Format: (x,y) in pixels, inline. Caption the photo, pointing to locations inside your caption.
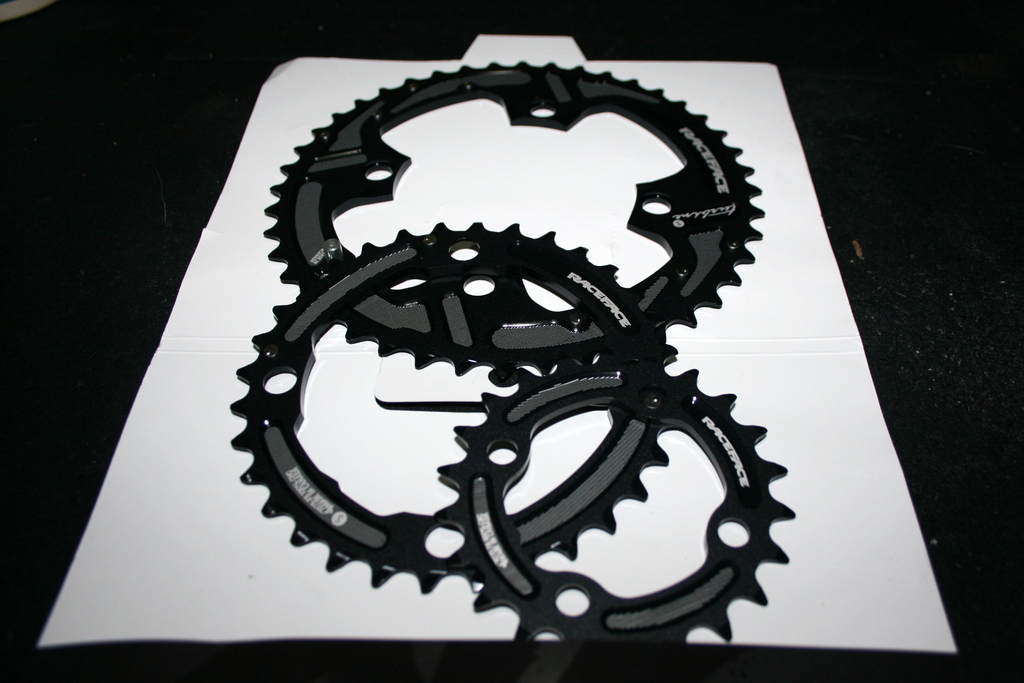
In this image, we can see chainrings (311,289) and a paper (145,443) are on the table (904,224).
